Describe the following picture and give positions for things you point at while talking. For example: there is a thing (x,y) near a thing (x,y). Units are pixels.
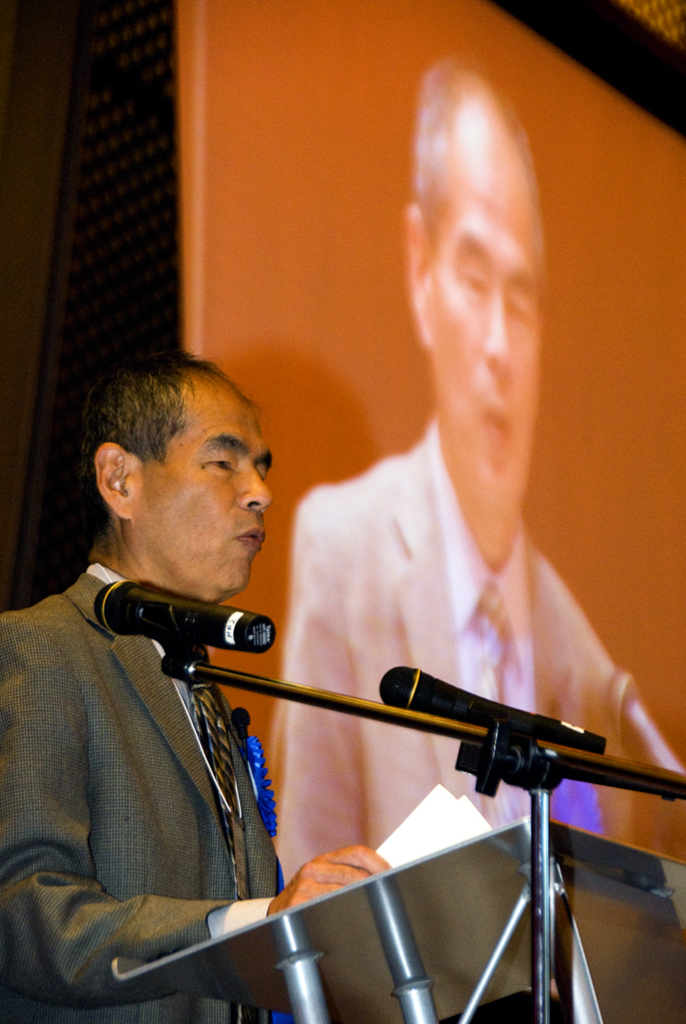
In this image we can see a person (219,850) holding papers (422,825) and standing near the podium (458,919) and there is a stand (510,760) with mics (157,607) beside the podium (406,982) and there is a screen (216,60) in the background (402,375).
